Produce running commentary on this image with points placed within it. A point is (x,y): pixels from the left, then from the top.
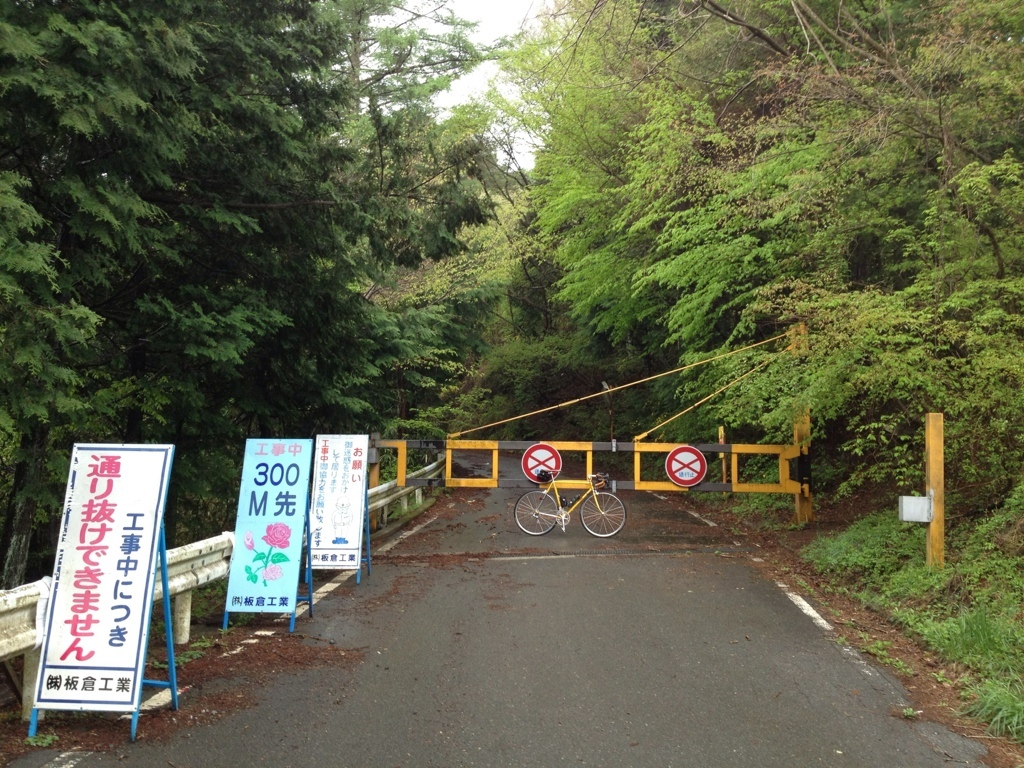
In the center of the image (555,506) we can see barrier (572,447), bicycle (602,516), boards (682,483), road (563,541) are there. On the left (203,236) and right side of the image (779,214) trees (409,201) are present. At the top of the image (488,45) sky (497,15) is there.
